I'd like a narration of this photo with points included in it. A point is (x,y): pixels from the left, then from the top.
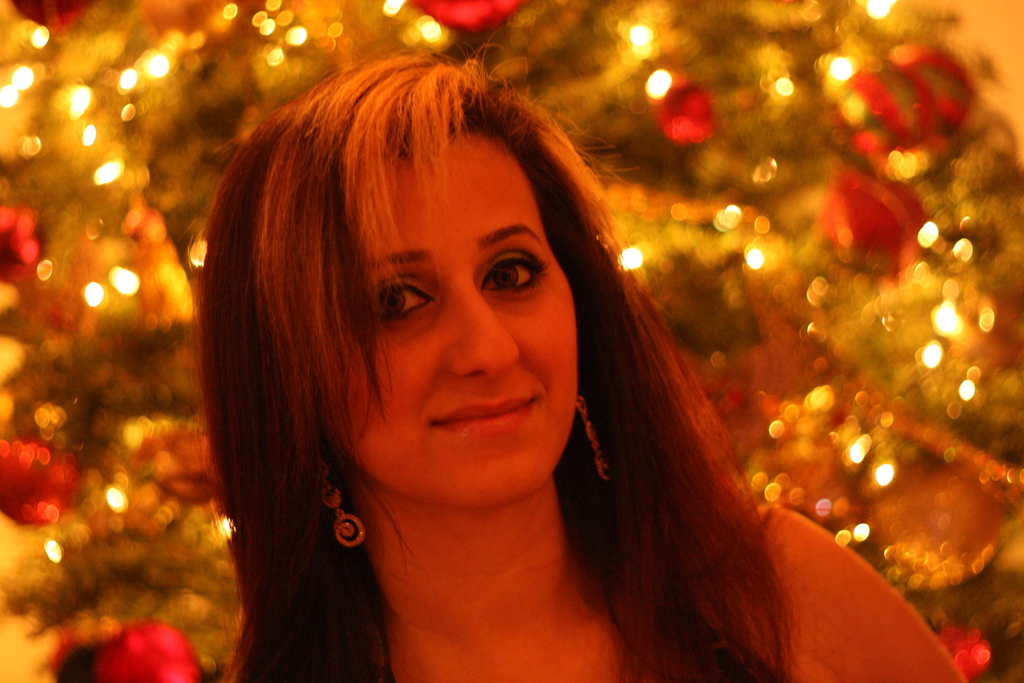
In this image, we can see a lady (371,431). In the background (166,248), we can see some lights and objects (962,561).
